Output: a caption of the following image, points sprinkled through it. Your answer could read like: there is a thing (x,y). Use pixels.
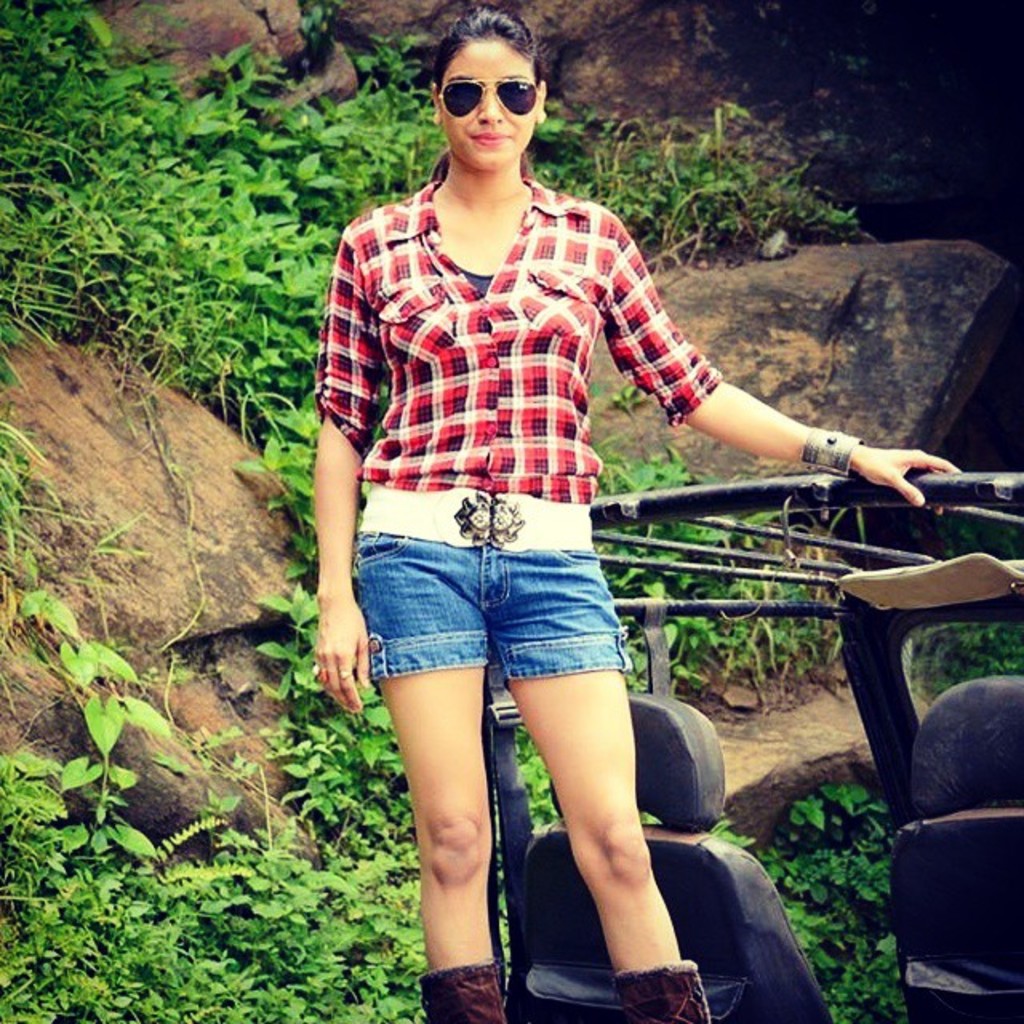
In this image there is a woman (532,118) standing on a vehicle (665,511), she is wearing goggles (518,101), red check shirt (554,272), blue shorts (577,641) and brown shoes (668,972). In the background (655,448) there are some plants (88,247) and rocks (143,434).
